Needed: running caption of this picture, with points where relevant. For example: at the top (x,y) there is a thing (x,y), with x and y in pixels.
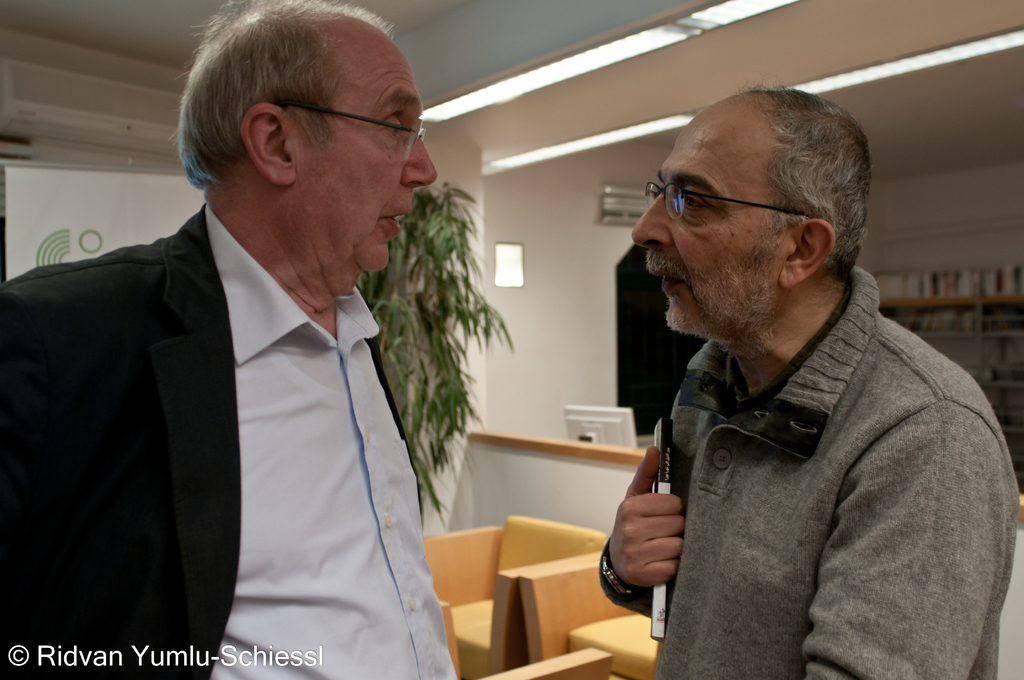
In this image, we can see two old men (622,507) are looking at each other. They are wearing glasses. Here a person (689,543) is holding some object (667,479). Background (410,395) we can see plants (429,326), walls (565,349), monitor (596,427), door (636,344), racks (982,335), chairs (559,627). Top of the image (566,104), there is a ceiling (462,62), lights (645,40). Here we can see white color. Left side (292,664) bottom of the image (186,654), there is a watermark (186,654) in the image.
